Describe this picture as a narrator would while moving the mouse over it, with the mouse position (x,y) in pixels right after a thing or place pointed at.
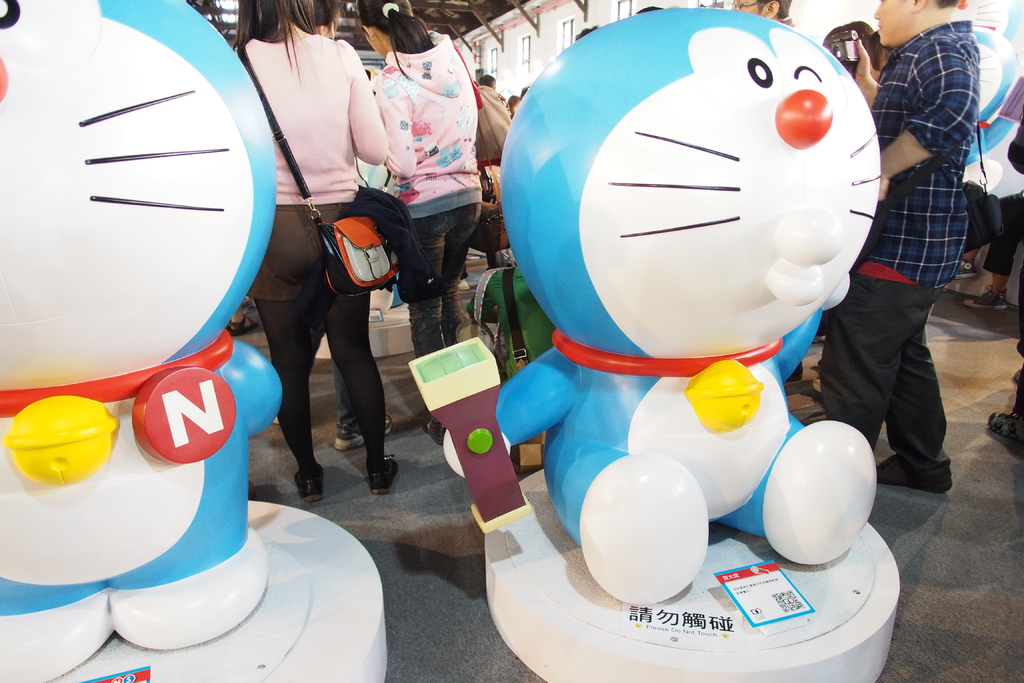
In this image we can see toys (560,286) and barcode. In the background (293,20) we can see people (310,62) wore bags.
